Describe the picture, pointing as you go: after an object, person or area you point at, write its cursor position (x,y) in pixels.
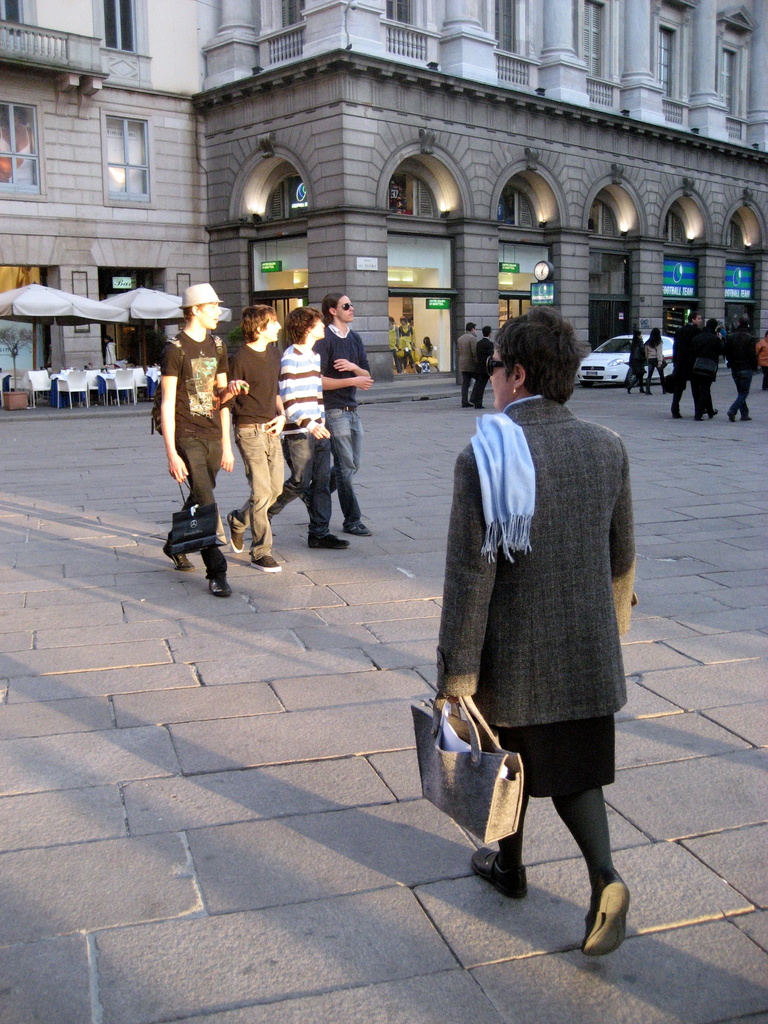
Here we can see a group of people (544,757) walking on the road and in front of them there is a building (533,24) present and at the right side (666,348) we can see a car (596,357) and at the left side (144,374) we can see umbrellas (95,310) with chairs (69,390) and tables (103,392) below it
